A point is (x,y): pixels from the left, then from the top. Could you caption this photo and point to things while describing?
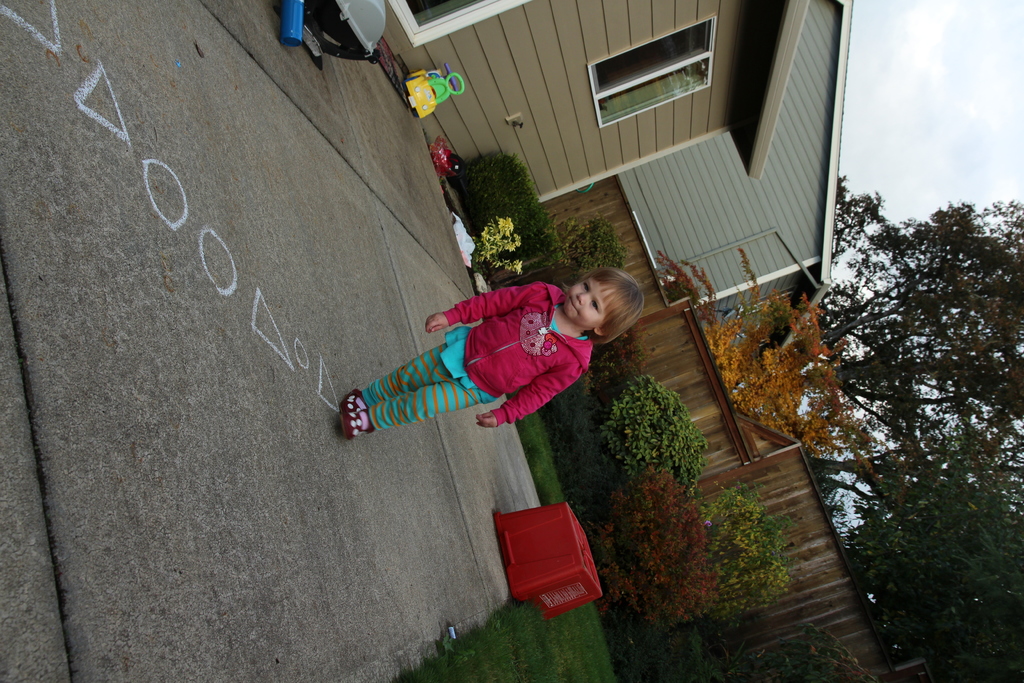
In this image we can see a girl (560,354) walking on the floor (342,275), toys (447,90), bushes (545,251), plants (633,530), shrubs (633,530), buildings (456,65), trees (937,364) and sky (898,103) with clouds (898,103).
